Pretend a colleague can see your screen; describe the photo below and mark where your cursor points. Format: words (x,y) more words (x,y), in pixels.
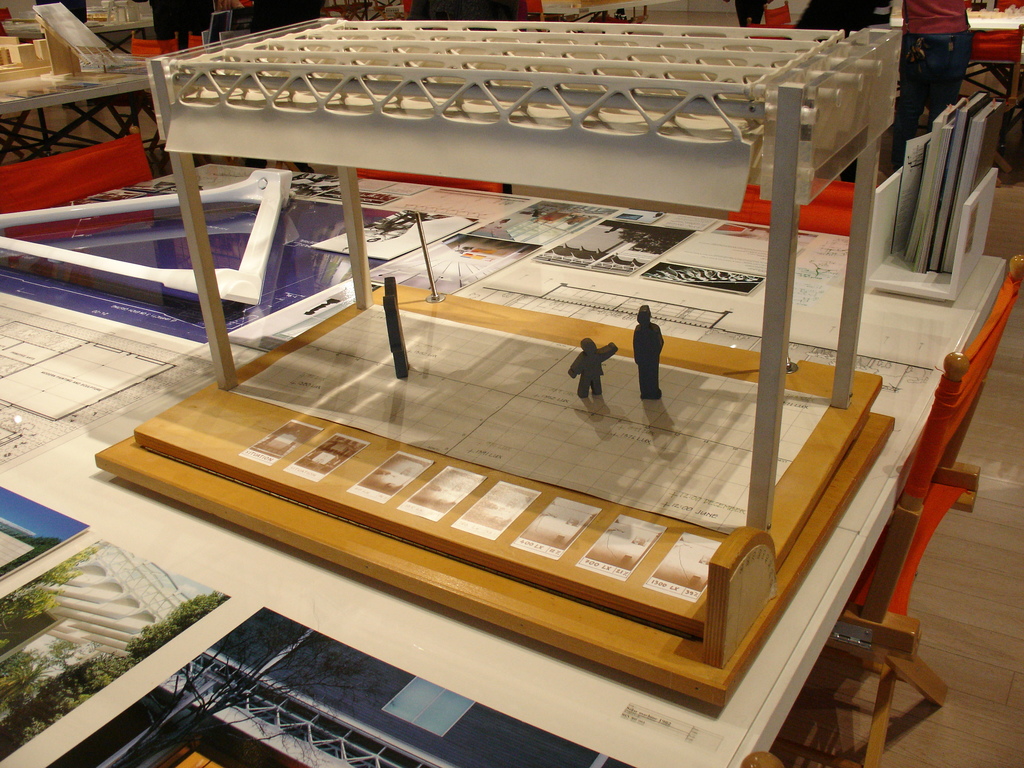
This picture seems to be clicked inside the room (141,660). In the center (381,349) we can see a table (182,648) on the top of which posters (250,647) containing some pictures (368,733) of some objects (114,649) and the pictures (129,645) of trees (171,629) and we can see the books (945,132), toys (657,334) and some objects (778,119) are placed. In the background (88,54) there are many number of objects (57,23) placed on the top of the tables (34,103) and we can see the persons (918,90) and many other objects (373,2).
